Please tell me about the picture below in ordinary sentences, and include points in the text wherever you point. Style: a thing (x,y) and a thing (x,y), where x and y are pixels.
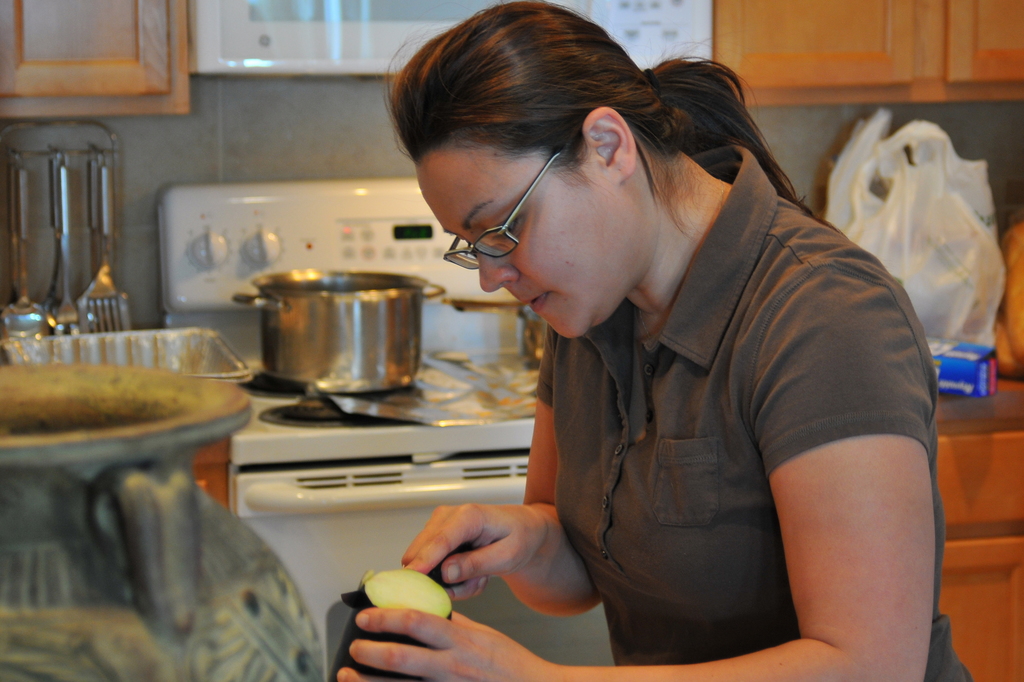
This seems to be a kitchen (204,239). I can see some kitchen objects (56,186) with a stove (321,186) on platform (287,400) and a woman (616,400) is slicing vegetables (384,583) in the center of the image (612,451).
